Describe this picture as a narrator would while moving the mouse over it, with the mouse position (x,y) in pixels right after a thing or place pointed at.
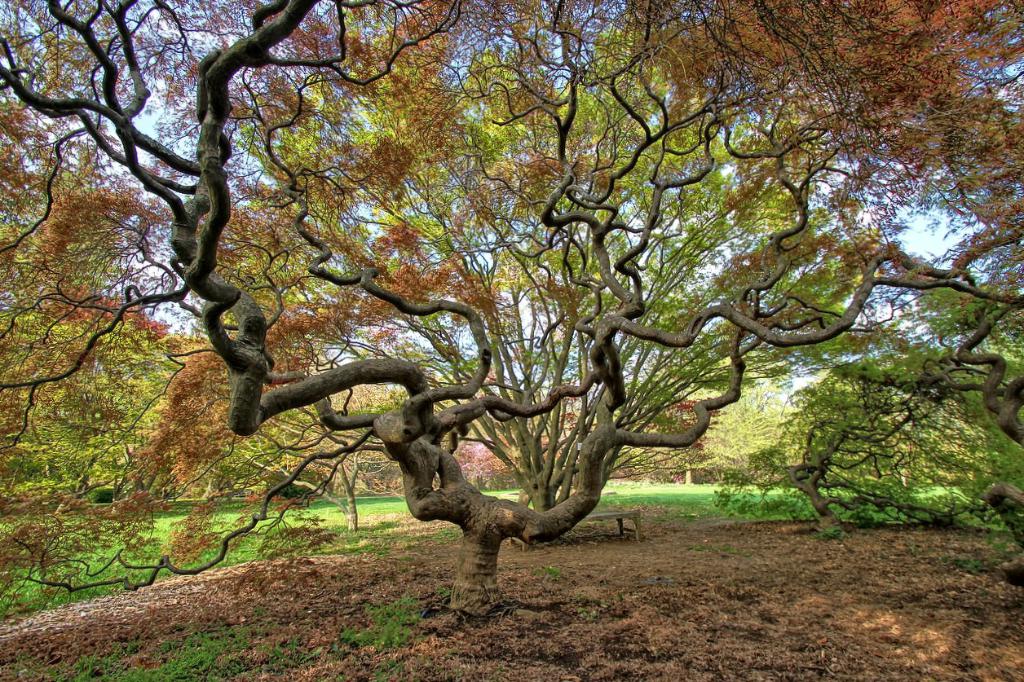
In the image there are trees (668,289) on the grassland (67,665).
